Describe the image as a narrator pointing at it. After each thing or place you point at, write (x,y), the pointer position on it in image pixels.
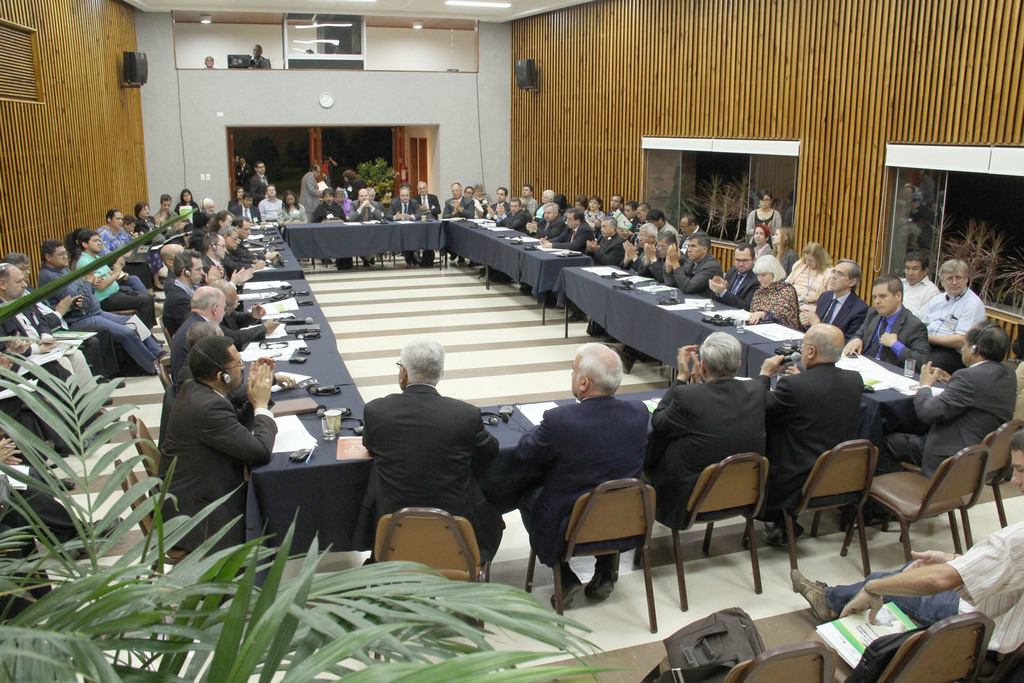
in a room (954,495) a meeting is going on. tables (285,246) are placed in a rectangular order, surrounded by which people (607,216) are sitting. on the table (343,488) there are glasses (334,416), papers (280,425). at the left (166,213), behind them people (112,273) are sitting. in the front (130,598) there are plants (186,625). at the back (199,153) there is white wall (385,101) and a clock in the center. on the top (254,54) 2 people (210,57) are sitting. at the left (72,128) and right there are brown walls (79,97) and 2 speakers (126,78). on the right wall (803,203) there are 2 windows (786,212) and a person (778,224) is standing.
